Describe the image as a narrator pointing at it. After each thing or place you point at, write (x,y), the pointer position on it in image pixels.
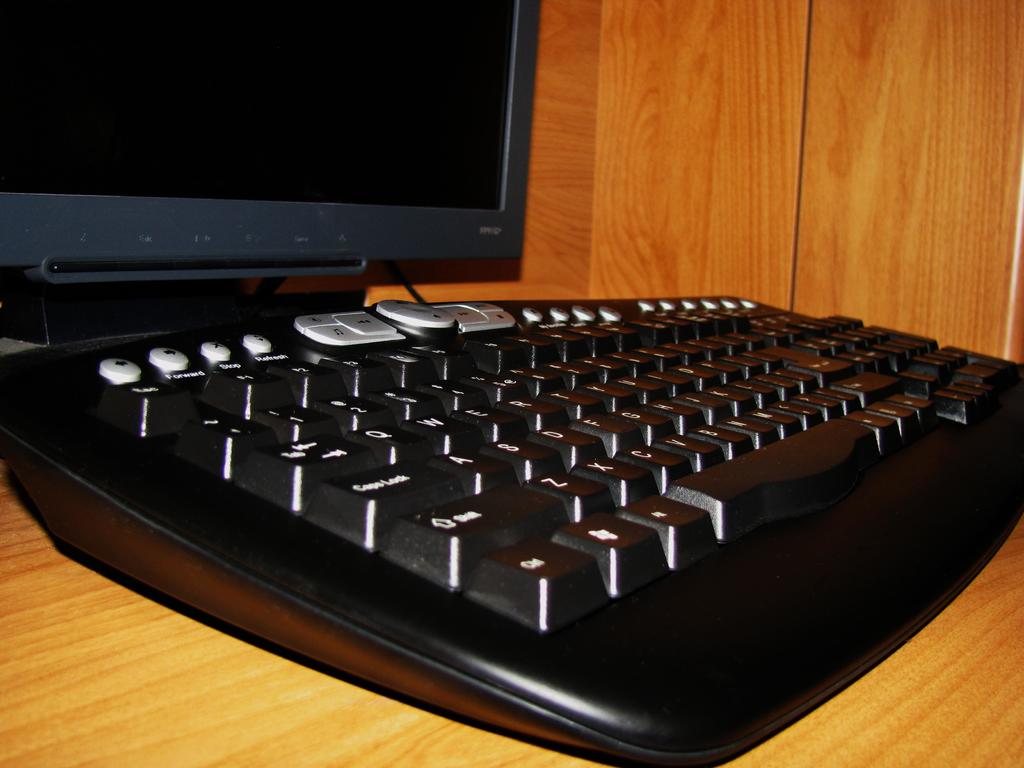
In this image i can see a keyboard (523,446), a desktop (209,96) on a table (132,673).
